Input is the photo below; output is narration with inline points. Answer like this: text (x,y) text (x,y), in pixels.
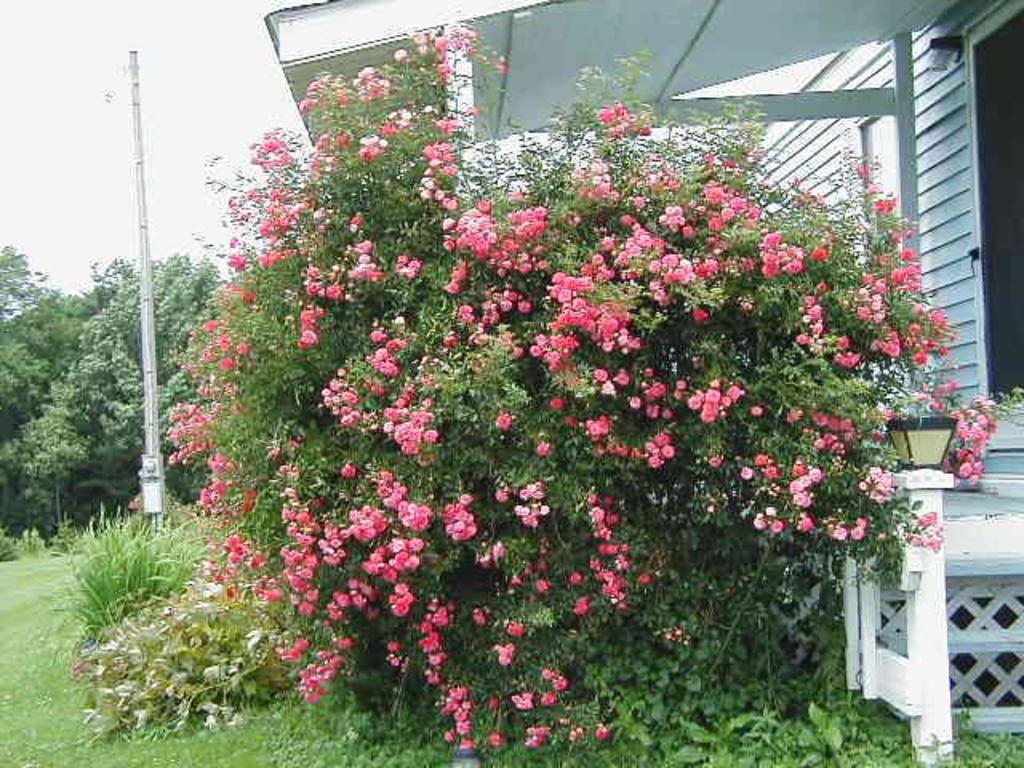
In this picture we can see a plant (334,379) with flowers (368,260). On the left side of the image (30,346), there is a pole (142,211), trees (40,321) and the sky (36,174). On the right side of the image (863,107), there is a house (881,159) and a lamp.
